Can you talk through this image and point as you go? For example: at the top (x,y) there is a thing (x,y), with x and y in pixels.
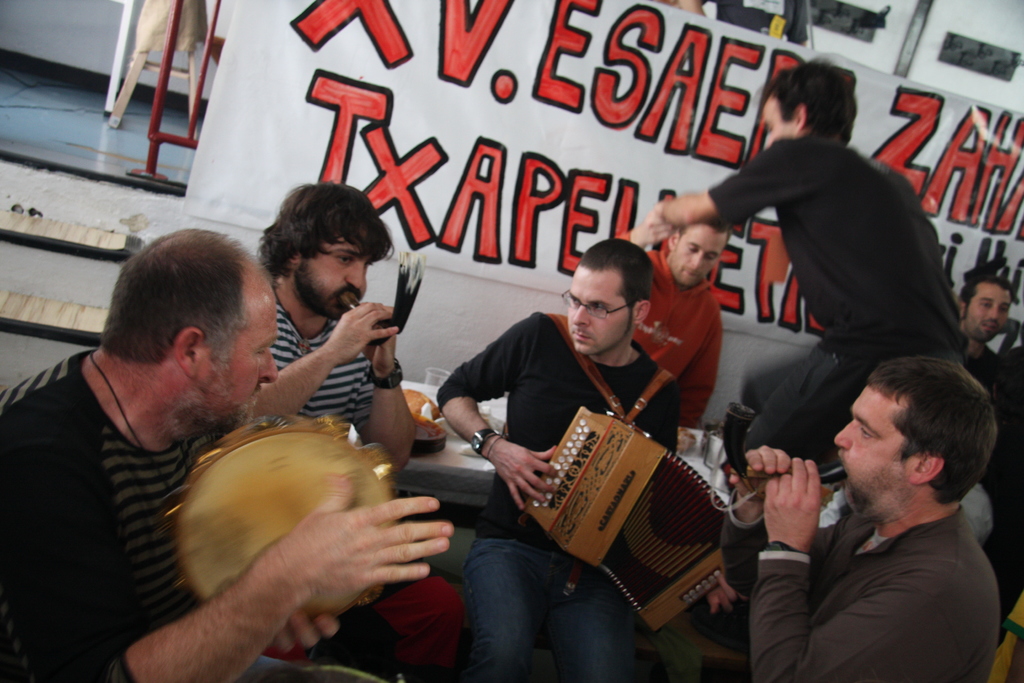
In this picture there are group of people (498,346) who are playing musical instruments (589,465) and sitting on the chair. There is a man (889,265) standing. There is a cup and few things (417,401) on the table (430,459). There is a banner (409,119) at the background (397,187).
